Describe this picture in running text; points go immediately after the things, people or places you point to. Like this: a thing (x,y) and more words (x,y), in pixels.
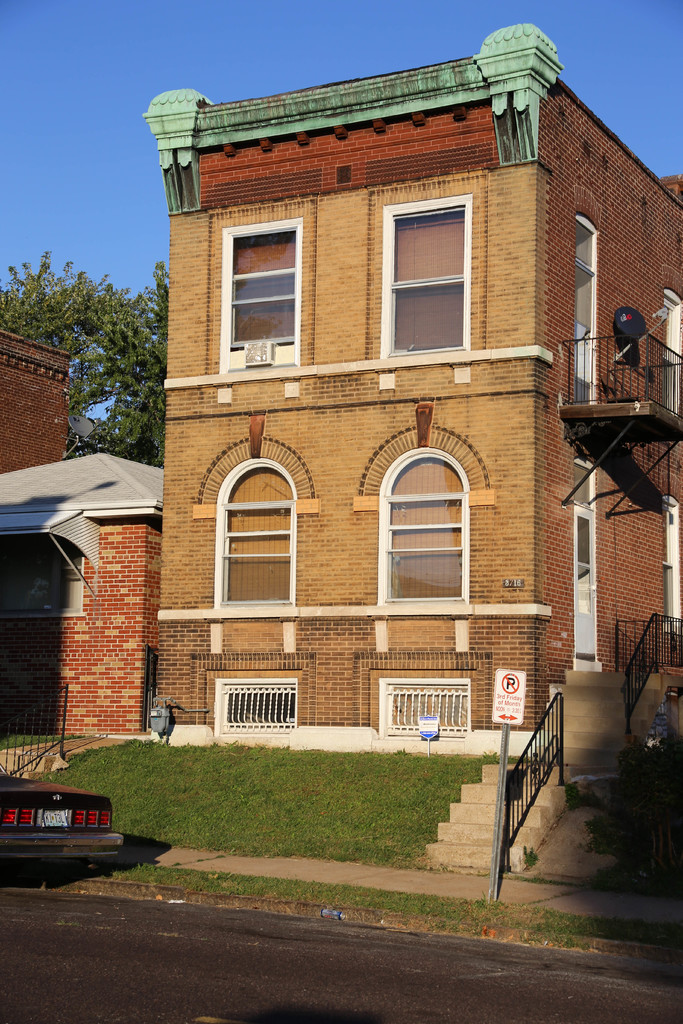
In this image there are buildings (312,524). There are windows (383,331), doors (588,571) and a railing (622,380) to the building (414,406). There are steps (547,808) at the bottom (511,811). At the bottom of the image (277,984) there is a road (278,958). To the left (32,816) there is a vehicle (43,822) on the road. In the background (114,363) there are trees (134,333). There is grass (309,819) on the ground (306,772). At the top (257,44) there is the sky (319,44).
